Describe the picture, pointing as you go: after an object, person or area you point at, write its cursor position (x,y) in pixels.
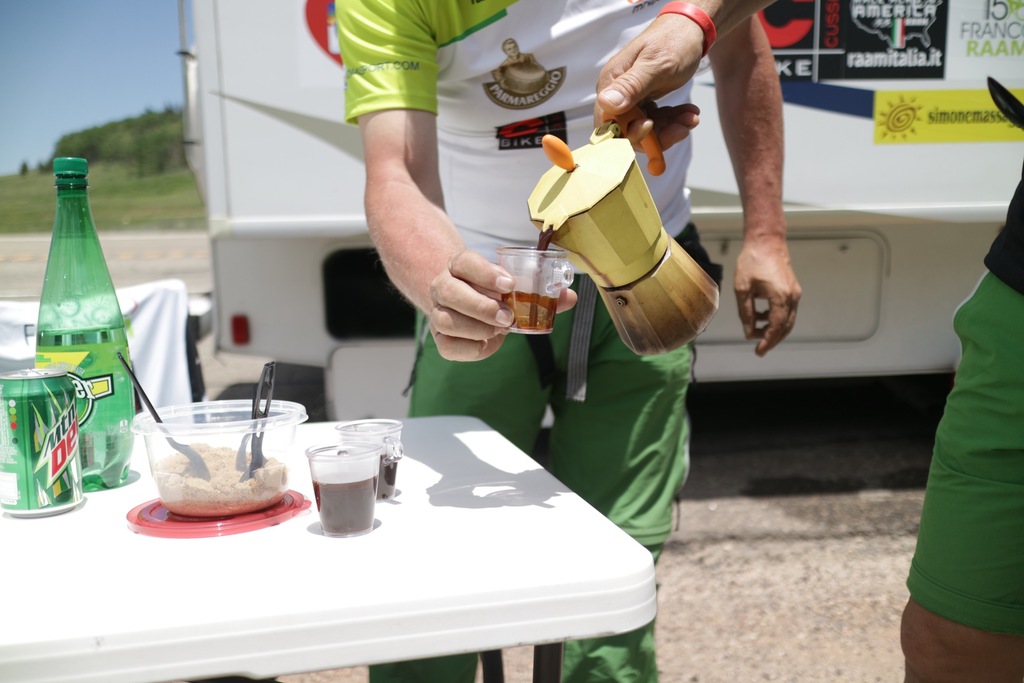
In this picture there are two persons (993,310) one on right (999,285) and one on the center (573,317) and there is a flask (632,332) and glass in their hands (491,335). There is a table (324,584) over here with the glasses (385,430), a beverage can (65,401) and bottle (92,385).
